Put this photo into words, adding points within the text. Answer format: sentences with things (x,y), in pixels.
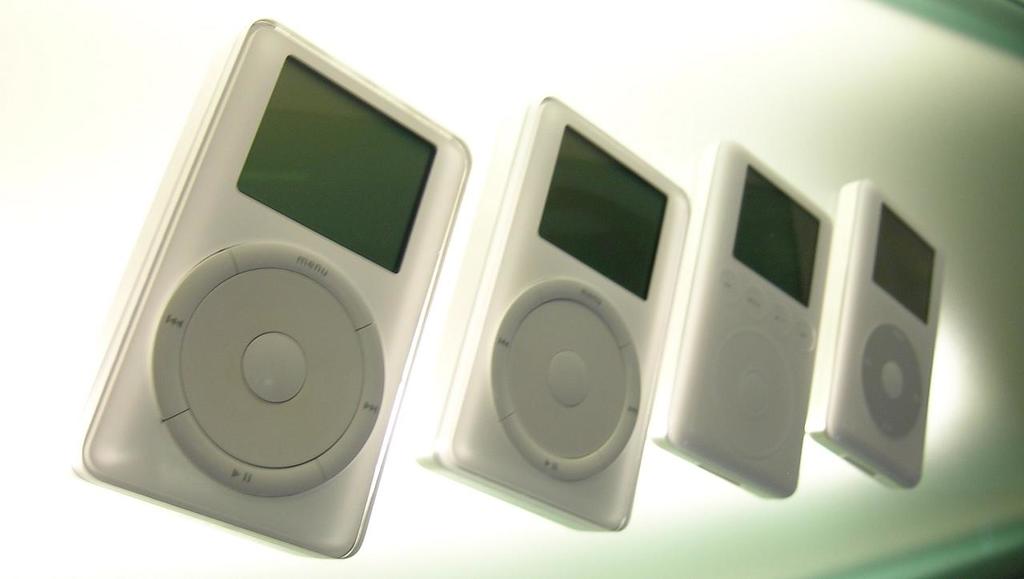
In the image there are four iPod (562,355) kept one beside another.
